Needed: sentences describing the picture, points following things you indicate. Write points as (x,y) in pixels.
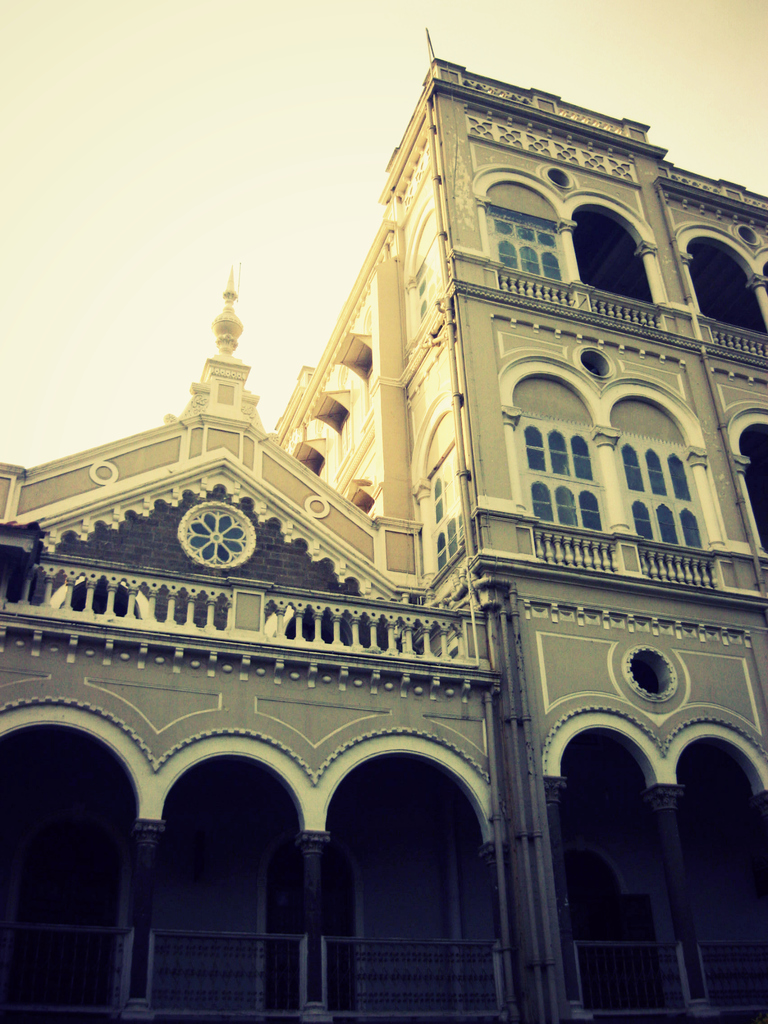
In this image, we can see a building (411,796) with pillars (325,1018), walls (405,885), windows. At the bottom (407,965), we can see railings (371,975). Background (249,198) there is a sky (259,197).
